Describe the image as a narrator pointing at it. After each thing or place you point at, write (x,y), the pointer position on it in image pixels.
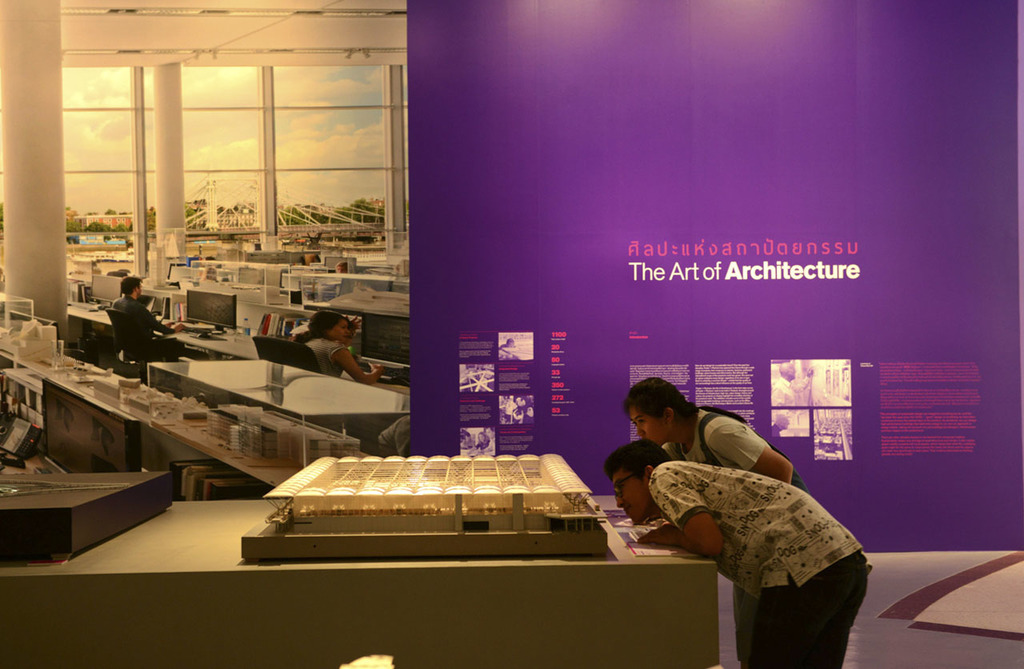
In this image i can see a man (712,476) and a woman (710,454) standing and observing the miniature (485,495). In the background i can see a huge banner (16,279).
